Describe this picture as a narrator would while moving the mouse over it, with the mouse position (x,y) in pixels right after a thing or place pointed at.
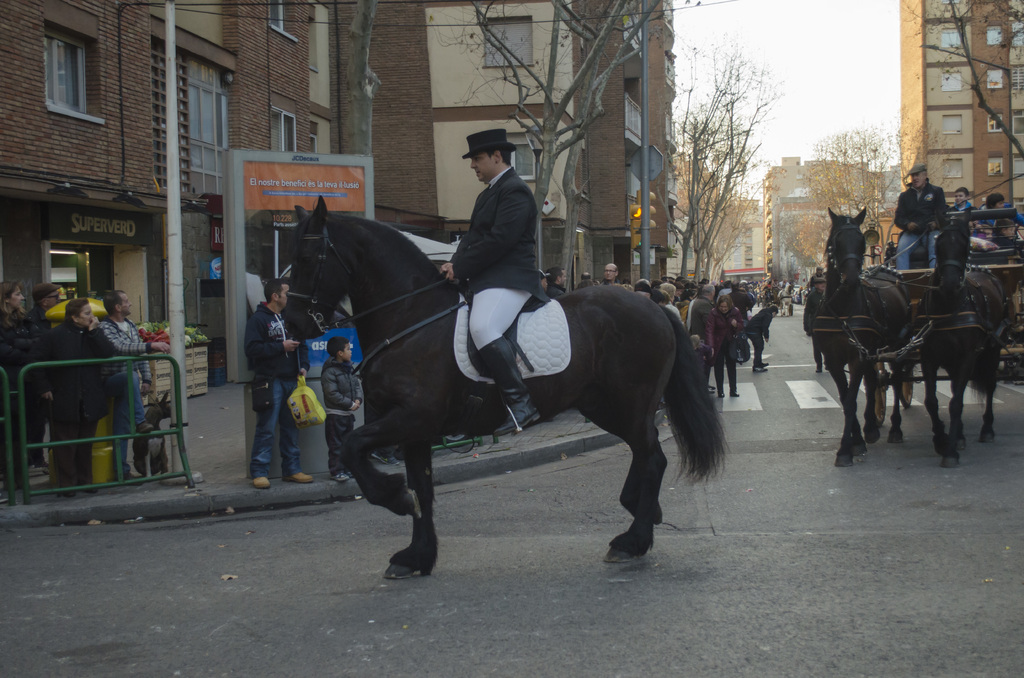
In this image we can see this person (503,260) is sitting on the horse (562,393) and riding. This people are sitting on the horse cart (1013,267). In the background (88,370) we can see people (138,351) standing, buildings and trees (732,137).
